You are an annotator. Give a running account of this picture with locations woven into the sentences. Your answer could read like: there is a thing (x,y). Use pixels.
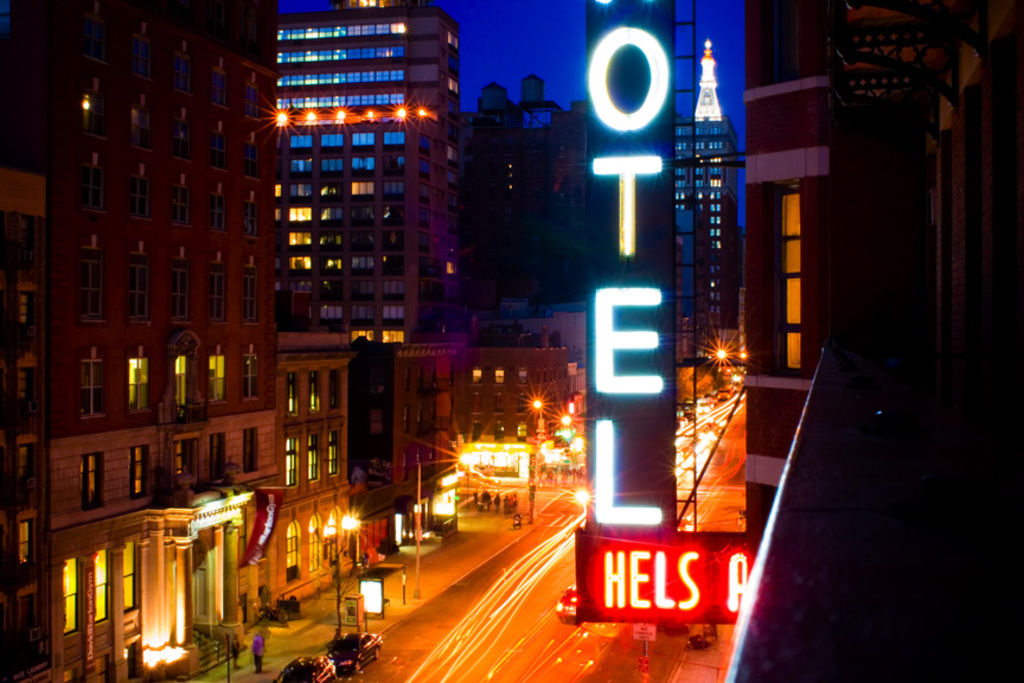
In this image I can see few buildings (425,222), few lights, few boards (646,533), the road (514,610), few vehicles (340,665) on the road (554,504), the sidewalk (459,542), few poles (416,566) and few persons (483,498) on the sidewalk (433,540). In the background (577,2) I can see the sky (561,42).
